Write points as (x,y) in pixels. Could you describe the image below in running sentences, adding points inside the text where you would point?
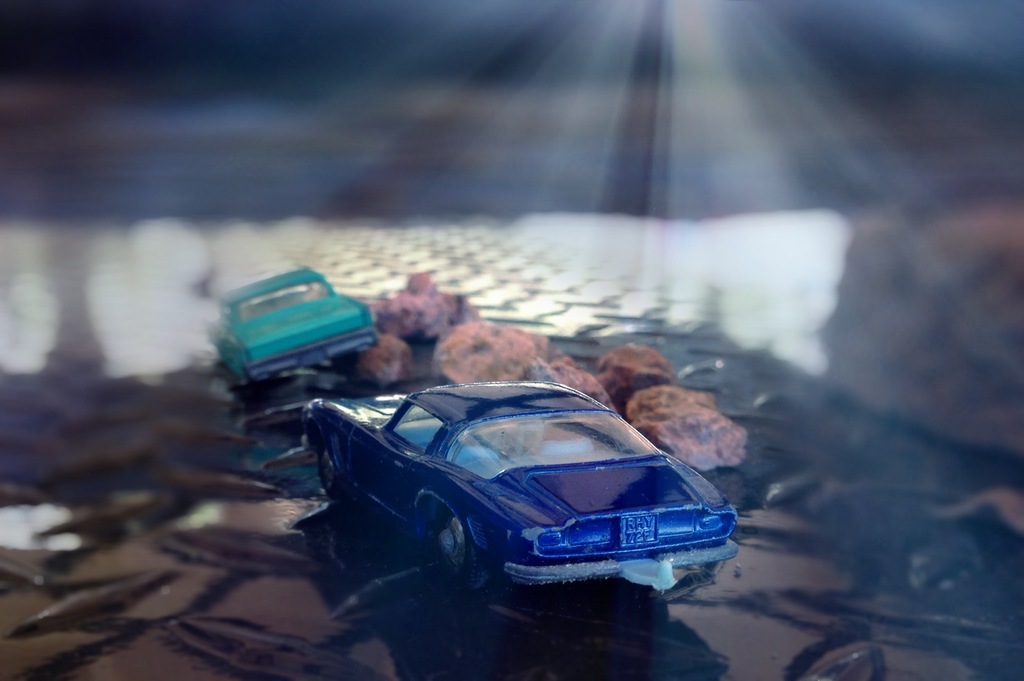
In the center of the image (365,357) we can see toy cars (554,433) and stones (515,368).
